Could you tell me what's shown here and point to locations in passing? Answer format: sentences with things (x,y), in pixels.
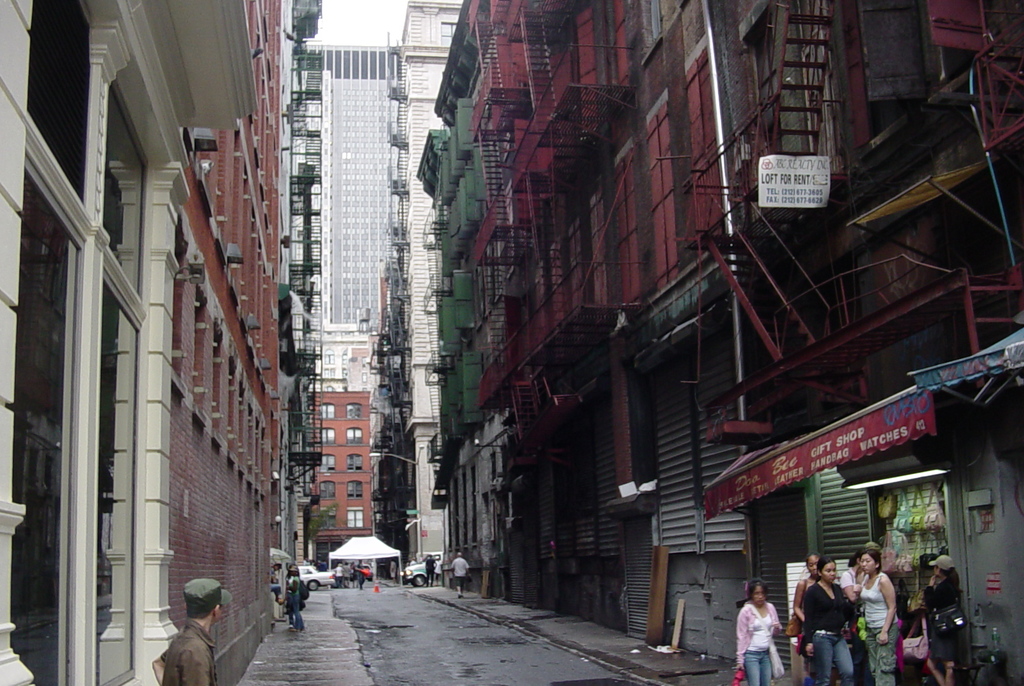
In this image there are some persons (202,627) standing in the bottom of this image (939,648), and there is a shop (914,562) in the bottom right corner of this image (923,557). and there are some buildings (561,380) in the background (450,460). There are some cars (420,567) in the bottom of this image (423,579).
